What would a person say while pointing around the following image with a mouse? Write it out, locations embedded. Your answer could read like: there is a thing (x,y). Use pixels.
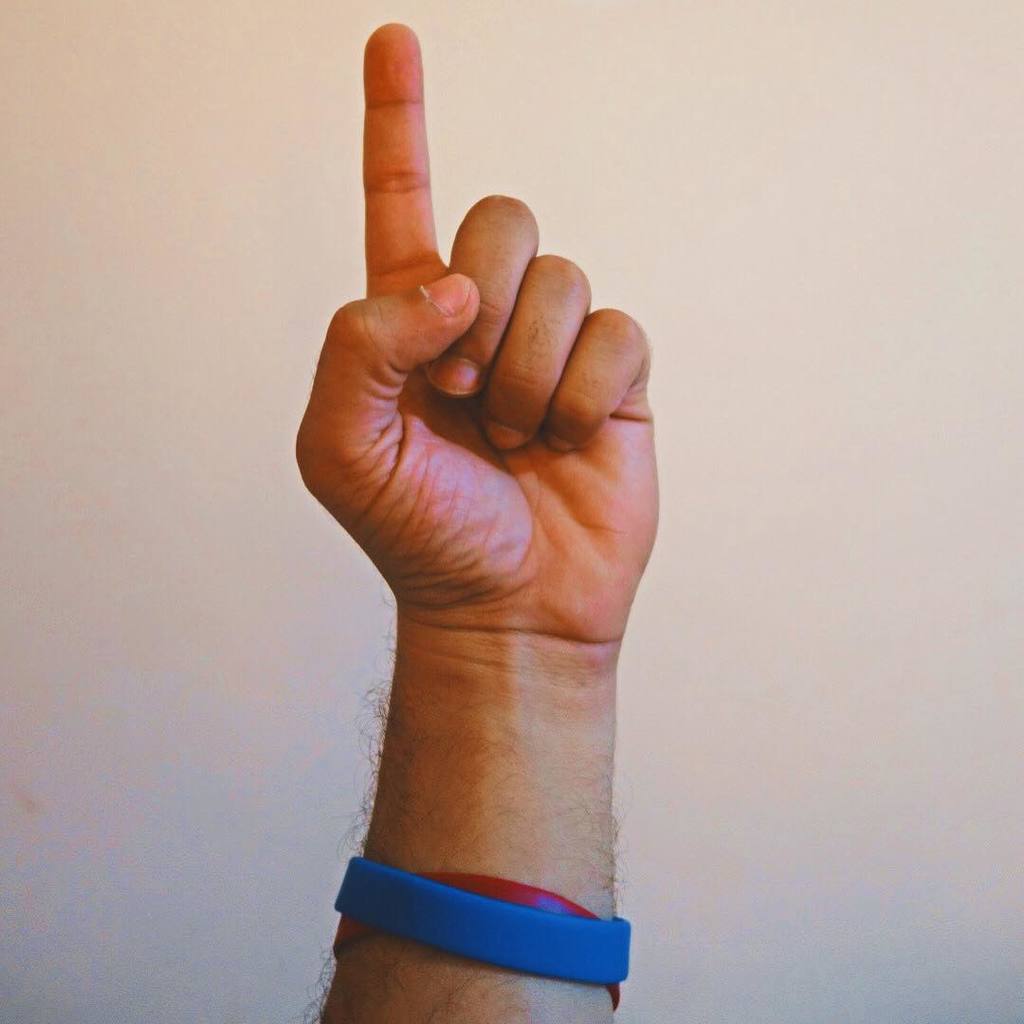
In this picture in the center (466,605) there is the hand (451,709) of a person (498,705). On the wrist (456,762) there are objects (492,928) which are blue and red in colour.
